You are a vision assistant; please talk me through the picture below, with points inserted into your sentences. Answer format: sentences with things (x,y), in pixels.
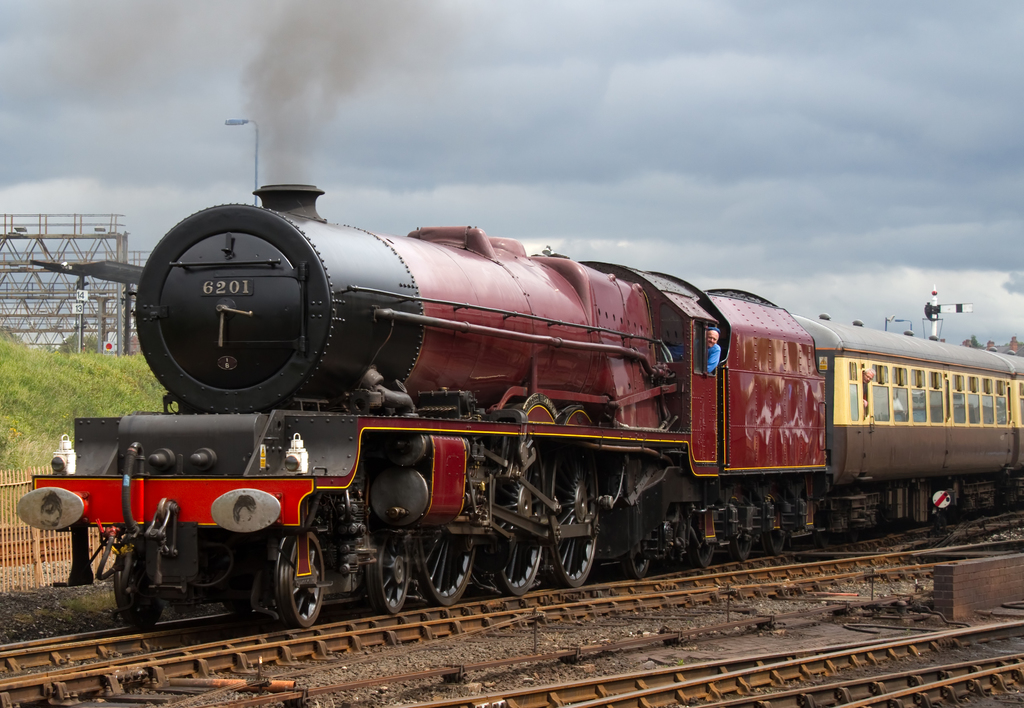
In this image I can see the train (304,534) and the train (448,538) is on the track (432,614). The train (436,578) is in black and red color, background (385,200) I can see a pole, grass (85,412) in green color and the sky (570,110) is in white and blue color.
